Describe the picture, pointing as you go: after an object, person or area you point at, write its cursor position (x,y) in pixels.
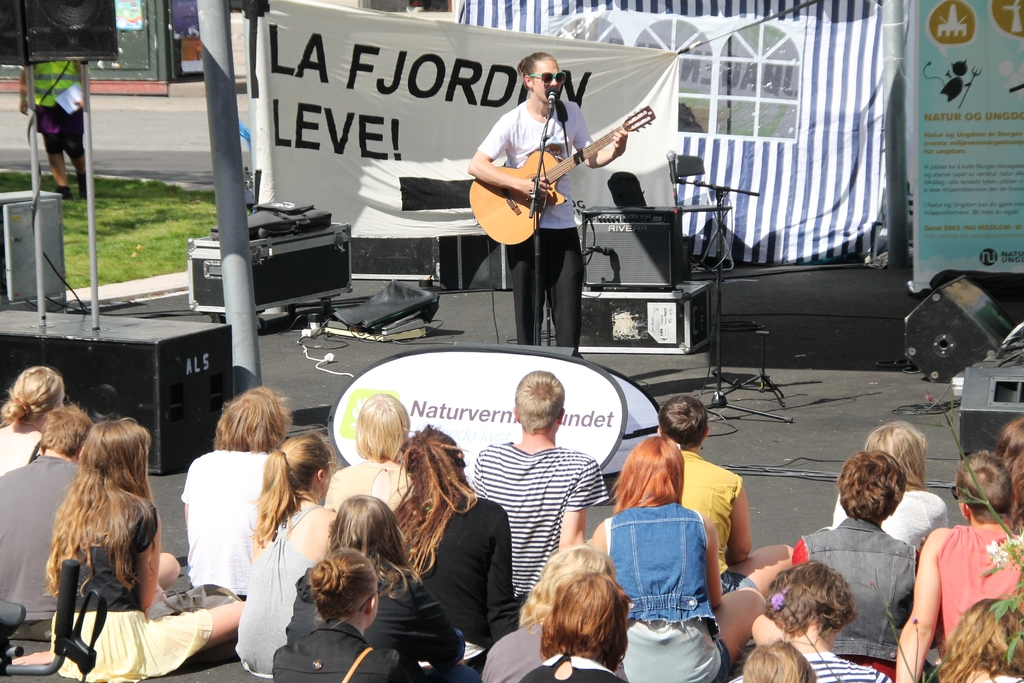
In this image i can see few persons (316,553) sitting on the ground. In the background (568,342) i can see a person (594,156) standing and holding a guitar (511,197) in his hand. I can see a microphone (551,94) in front of him, In the background (407,86) i can see a banner (413,39), a person (41,100) standing, few speakers (140,351), a tent (787,150) and few buildings (147,56).
